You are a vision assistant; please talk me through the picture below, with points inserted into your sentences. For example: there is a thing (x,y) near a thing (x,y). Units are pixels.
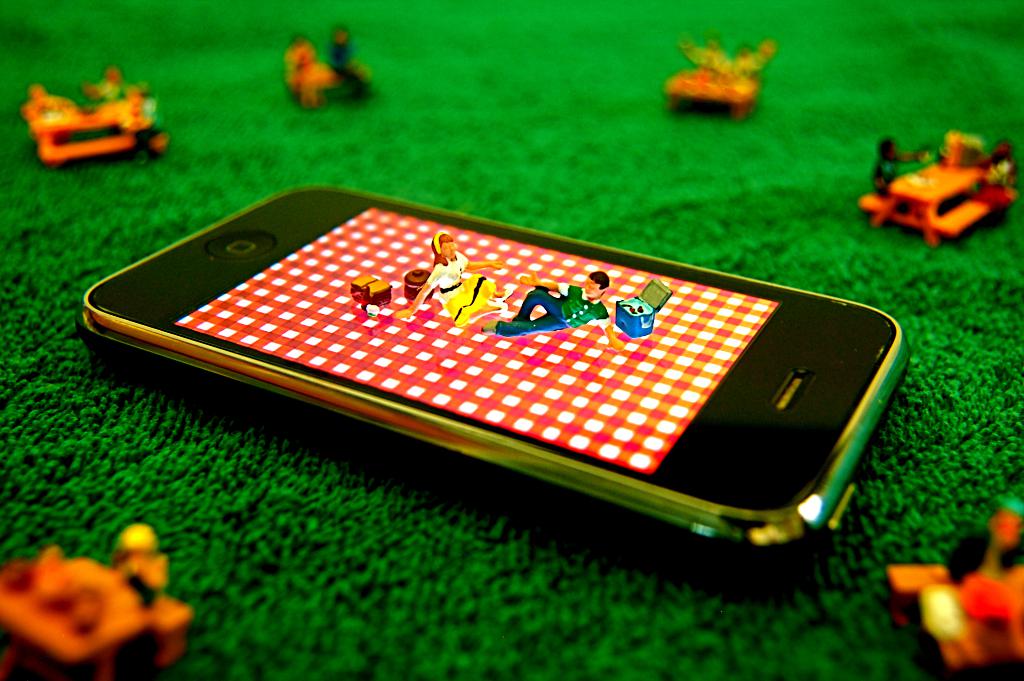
In this image in the center (442,368) there is a mobile phone (575,433) and there are toys (759,78).
